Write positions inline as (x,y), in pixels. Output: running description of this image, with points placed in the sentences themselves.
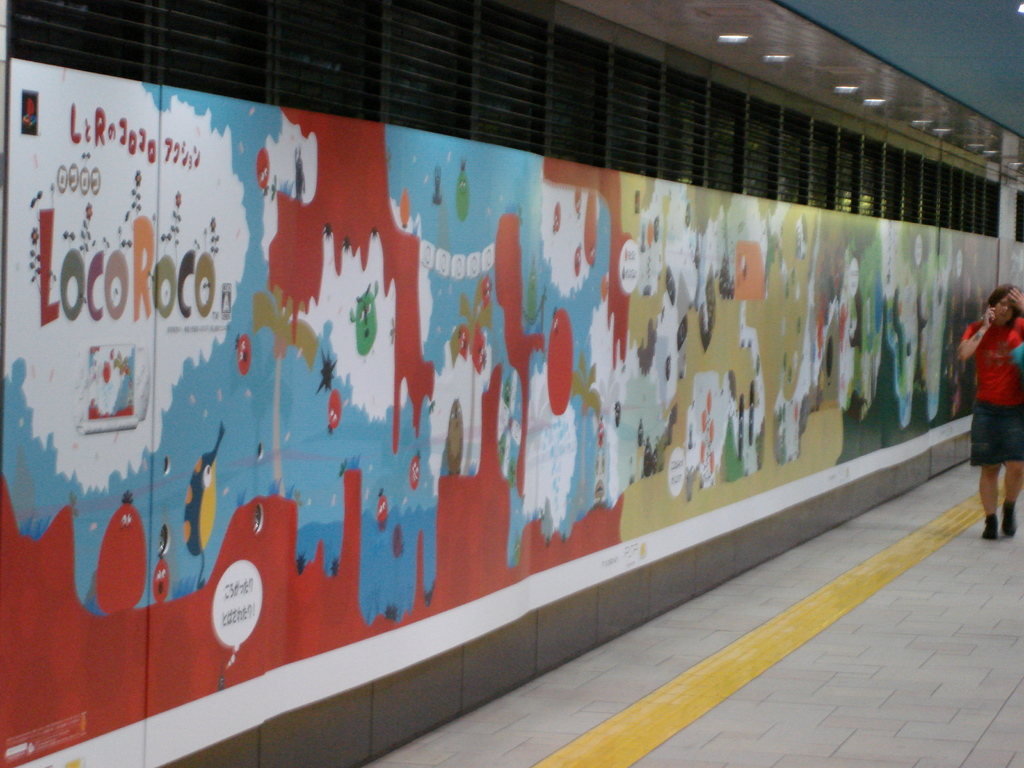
In this image, we can see a wall (625,234) contains designs (454,324) and some text (224,294). There is a person (991,414) on the right side of the image (982,396) wearing clothes (1007,418). There are lights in the top right of the image (938,130).
